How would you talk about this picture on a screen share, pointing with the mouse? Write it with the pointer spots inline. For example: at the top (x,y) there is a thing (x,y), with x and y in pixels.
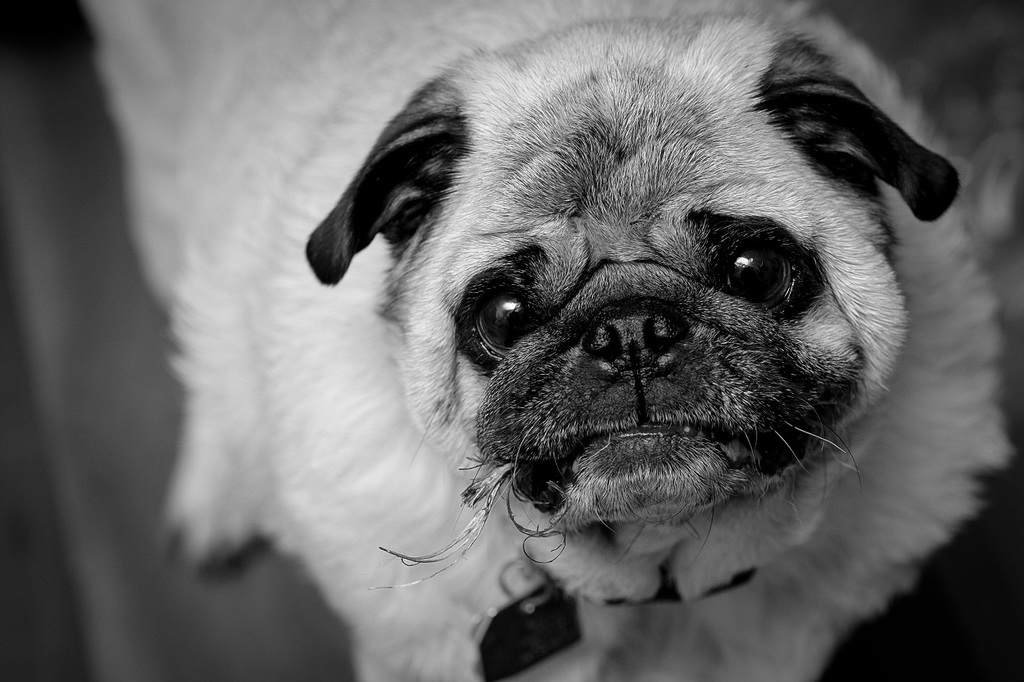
In this image we can see the black and white image and we can see a dog (546,348).
